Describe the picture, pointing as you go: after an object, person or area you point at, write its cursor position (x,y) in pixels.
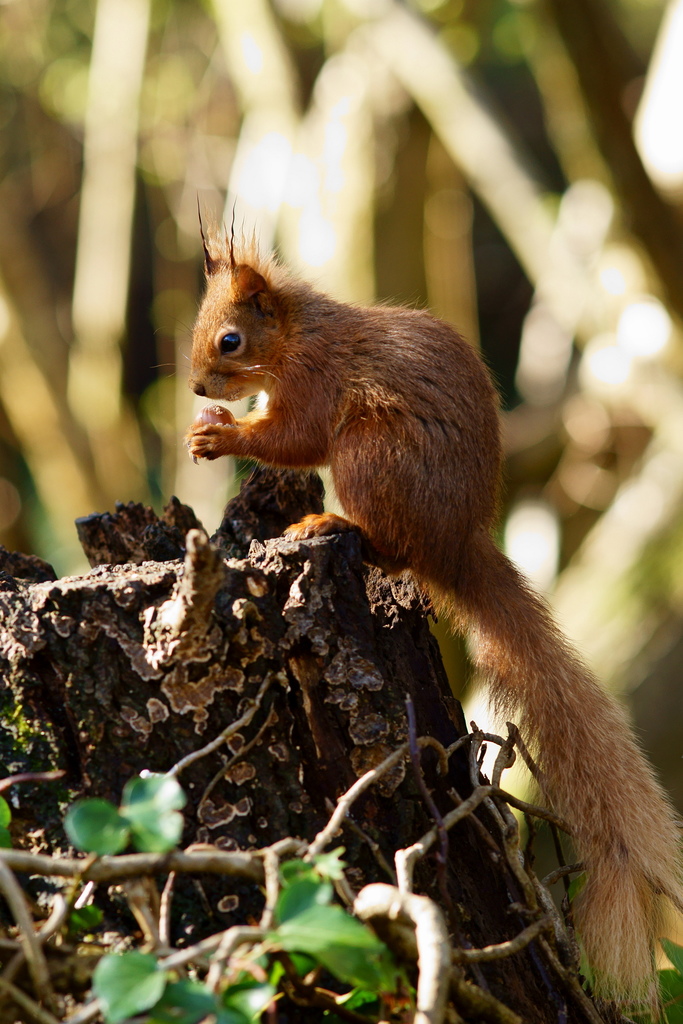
In this image we can see there is a squirrel (296,536) on the wooden object (308,584). In the background (282,165) it is blur.
